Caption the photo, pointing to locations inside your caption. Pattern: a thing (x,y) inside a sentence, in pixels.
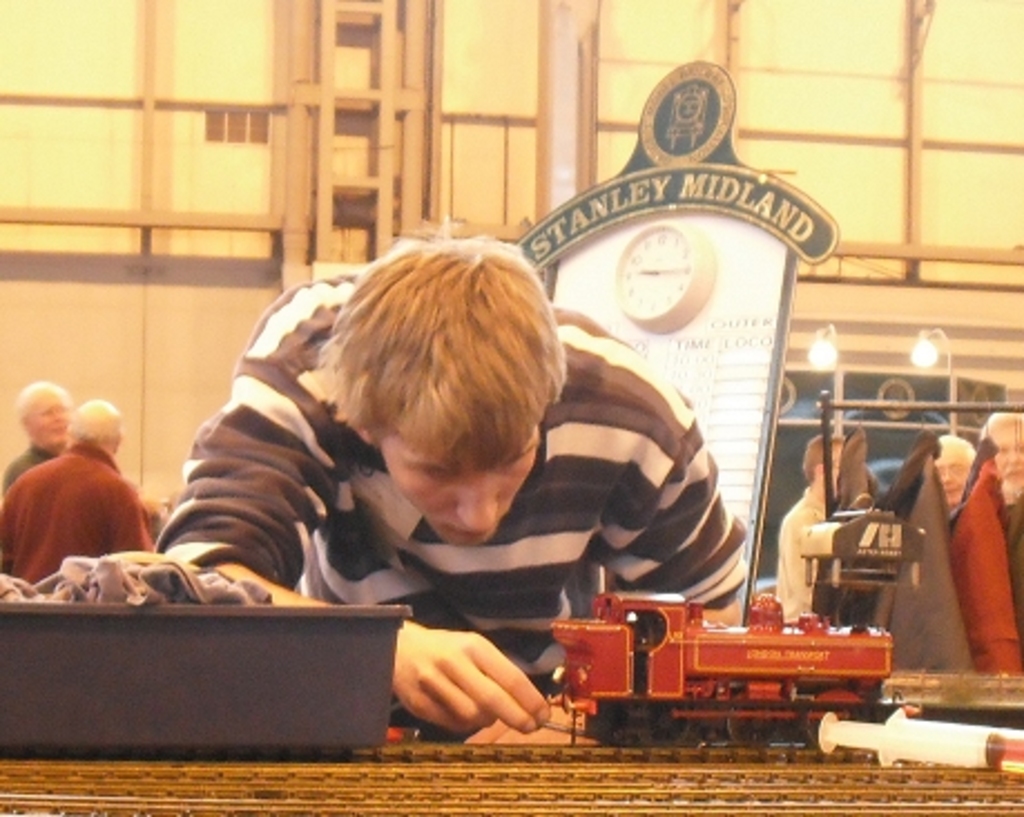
In this image, we can see a boy (556,583) and there is a toy train (872,704), in the background (721,389), we can see a board (738,257) and there are some people (1012,461) standing, we can see the wall (201,292).
